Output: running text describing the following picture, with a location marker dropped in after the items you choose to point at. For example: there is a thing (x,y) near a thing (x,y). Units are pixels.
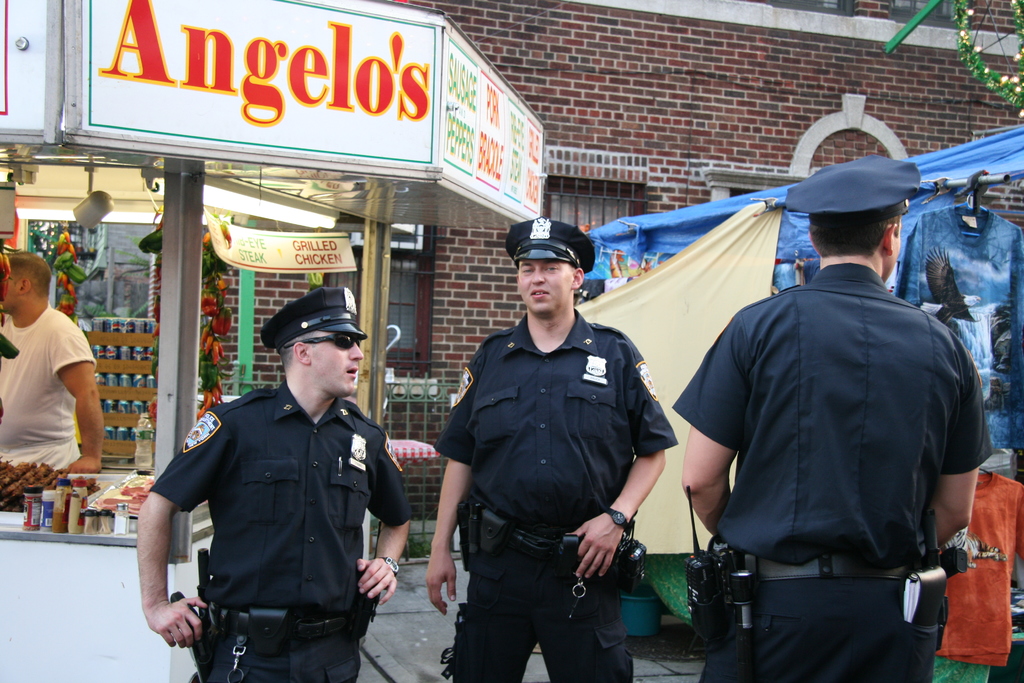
In front of the image there are three men (846,219) with caps (878,196) on their heads (318,366). On the left side of the image (133,71) there is a store (136,559) with a name board (304,90), poles (179,300) and roof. On the table (20,518) there are few things (101,507). Behind the table (32,506) there is a man (14,420). Behind him there are cupboards (110,419) with few things (111,346). In the background (959,134) there is a wall (962,117) with windows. On the right side of the image (967,189) there is a tent (910,162) and also there are few clothes (998,232) hanging.
